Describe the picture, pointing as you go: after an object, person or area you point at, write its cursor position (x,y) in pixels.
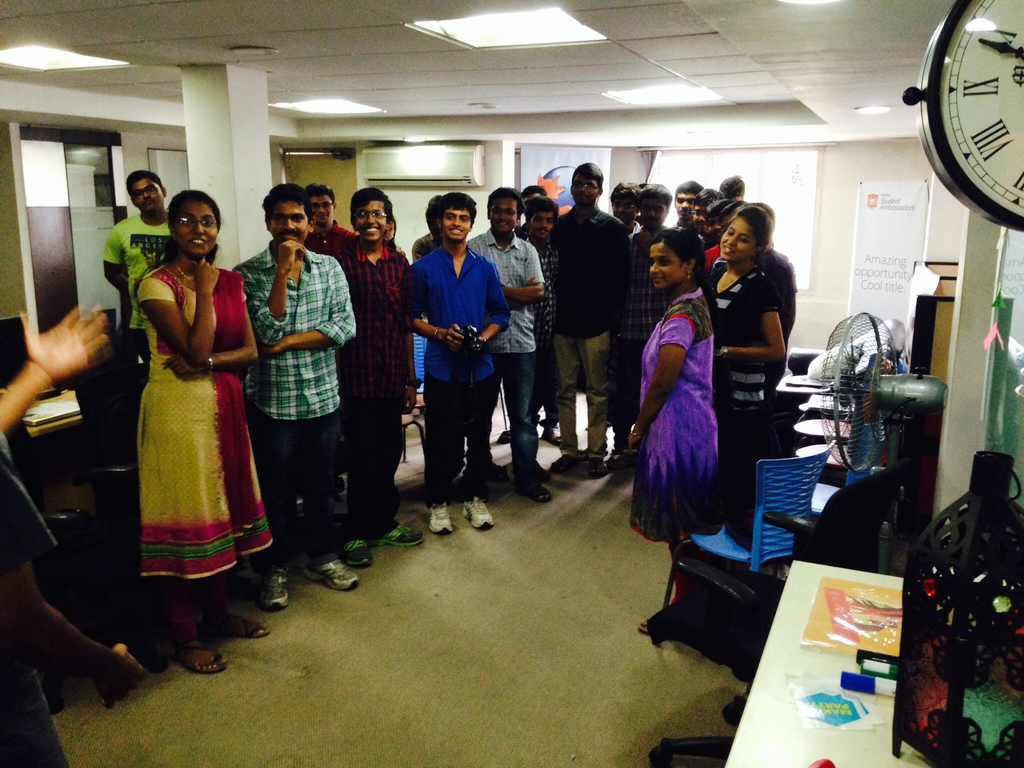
In this picture there is a group of the girls (708,328) and boys (597,389) standing in the office hall (440,564) and giving a pose into the camera. In the front (787,520) right side (769,514) there is a white table (874,712), chair (877,495), standing fan (842,421) and on the top (998,215) there is a hanging clock (969,170). In the background (459,163) there is a ac unit (445,163) on the wall (839,160) and white board (862,247).
